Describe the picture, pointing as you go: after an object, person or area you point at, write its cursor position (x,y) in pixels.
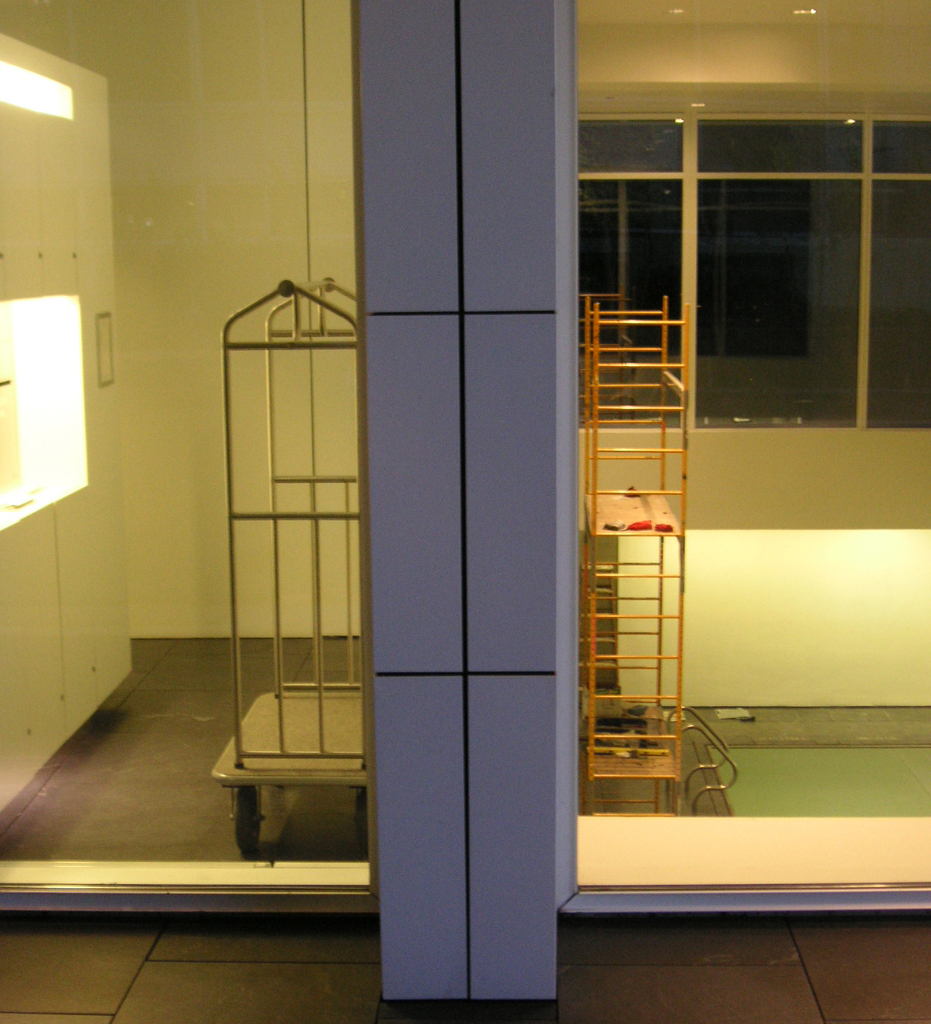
In the image we can see there is a luggage cart (255,765) and a scaffold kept on the floor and there are windows (795,256) on the wall (699,638). Beside there is a closet (56,624).
